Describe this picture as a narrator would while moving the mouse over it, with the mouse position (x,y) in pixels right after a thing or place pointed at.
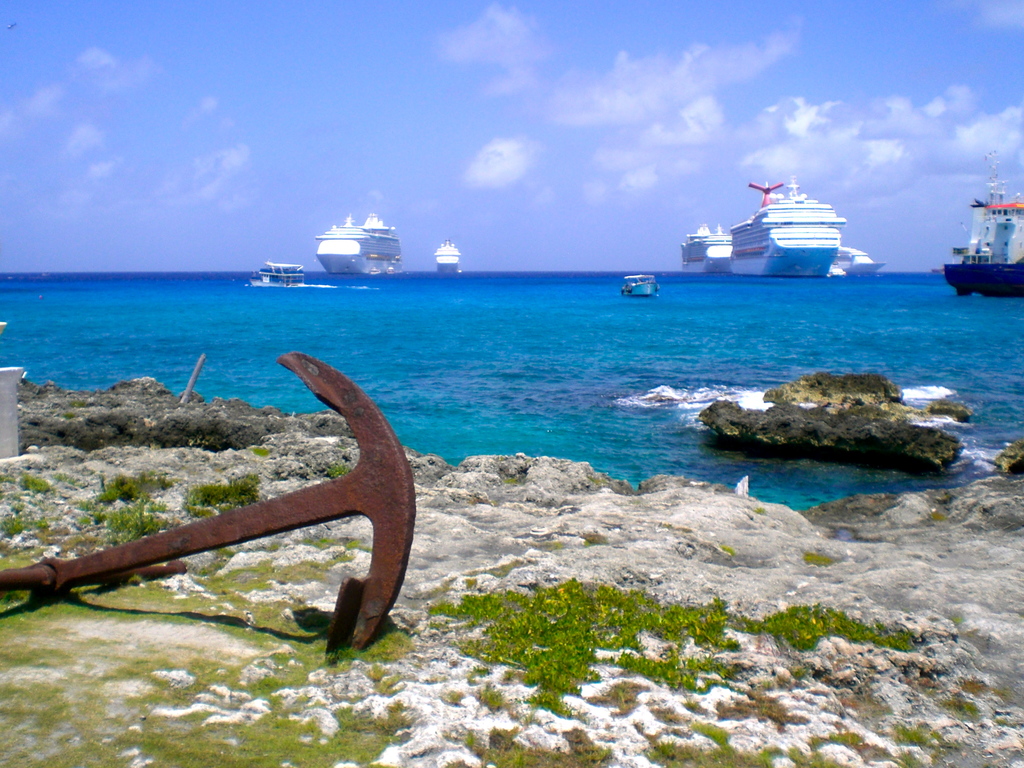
In the image we can see there is an anchor (283,526) kept on the ground (382,635) and there is grass (189,755) on the ground (423,562). There is a rock (826,422) on the ocean (617,417) and there are ships (438,262) standing on the ocean (610,323). There is a cloudy sky (494,129).
